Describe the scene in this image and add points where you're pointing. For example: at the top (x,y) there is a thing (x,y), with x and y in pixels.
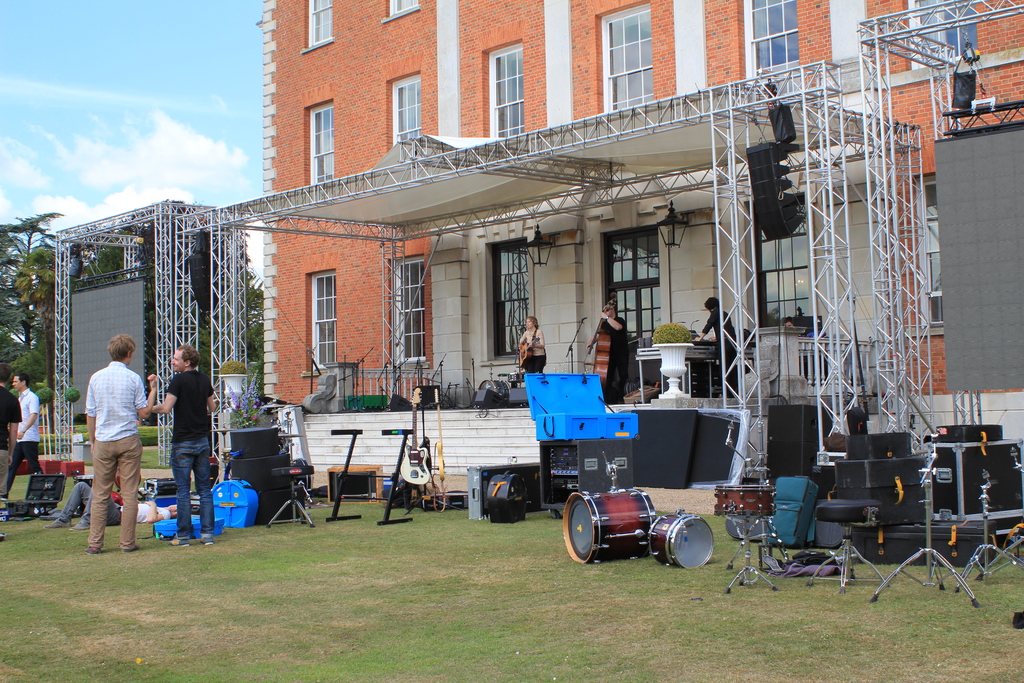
In this picture, we can see a few people (206,526) on the ground (974,568) and a few (609,371) on the stage (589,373) holding some musical instruments (609,344), and we can see some musical instruments (592,547) on the ground (914,580), we can see the ground (312,642) with grass (113,556), plants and trees (18,272), poles (904,155), and we can see the screen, and we can see building (777,373) with windows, and the sky (187,141).
